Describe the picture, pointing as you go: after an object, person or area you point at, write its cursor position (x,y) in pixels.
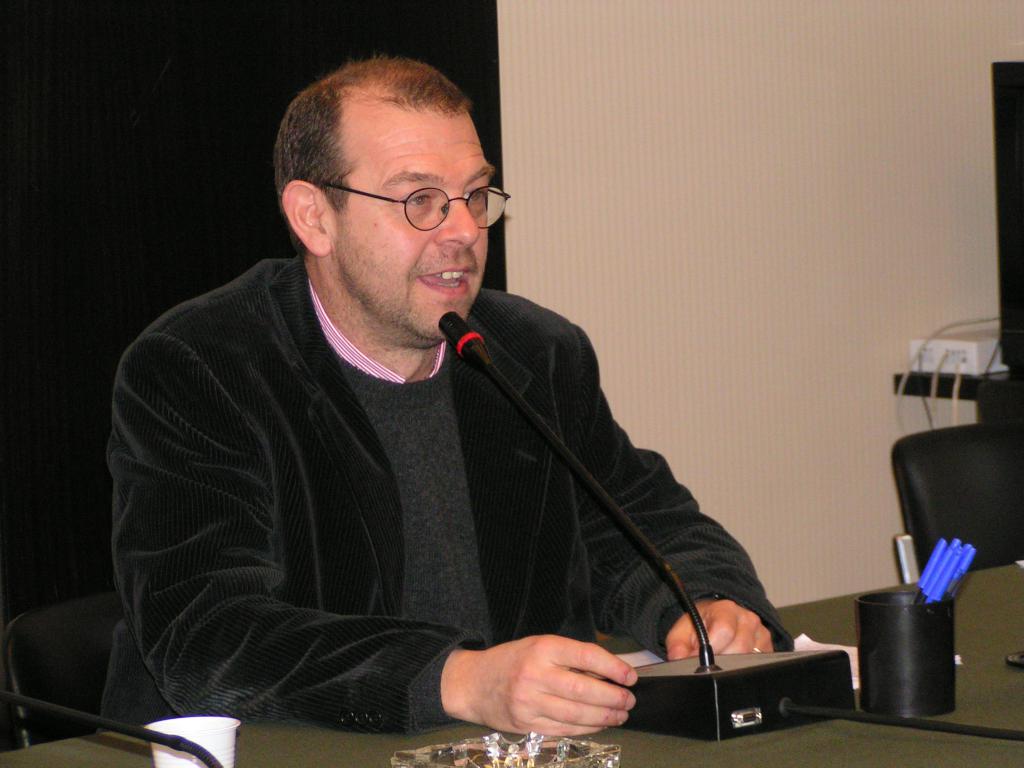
In this image there is a man (459,463) sitting in chair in front of table (810,625) speaking on a microphone (848,689), beside that there is a stand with pens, cup (212,726), ash tray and cables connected to socket (999,365).
